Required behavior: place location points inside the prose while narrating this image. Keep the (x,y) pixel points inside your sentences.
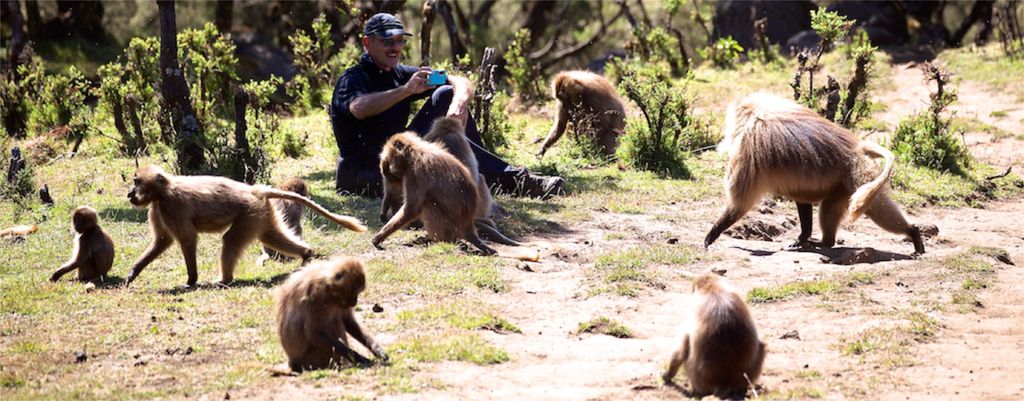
In this picture we can see a man (419,120) and few monkeys (454,161), he is seated on the grass (322,179), and he is capturing with the help of camera (443,77), in the background (333,88) we can see few trees (287,93).
